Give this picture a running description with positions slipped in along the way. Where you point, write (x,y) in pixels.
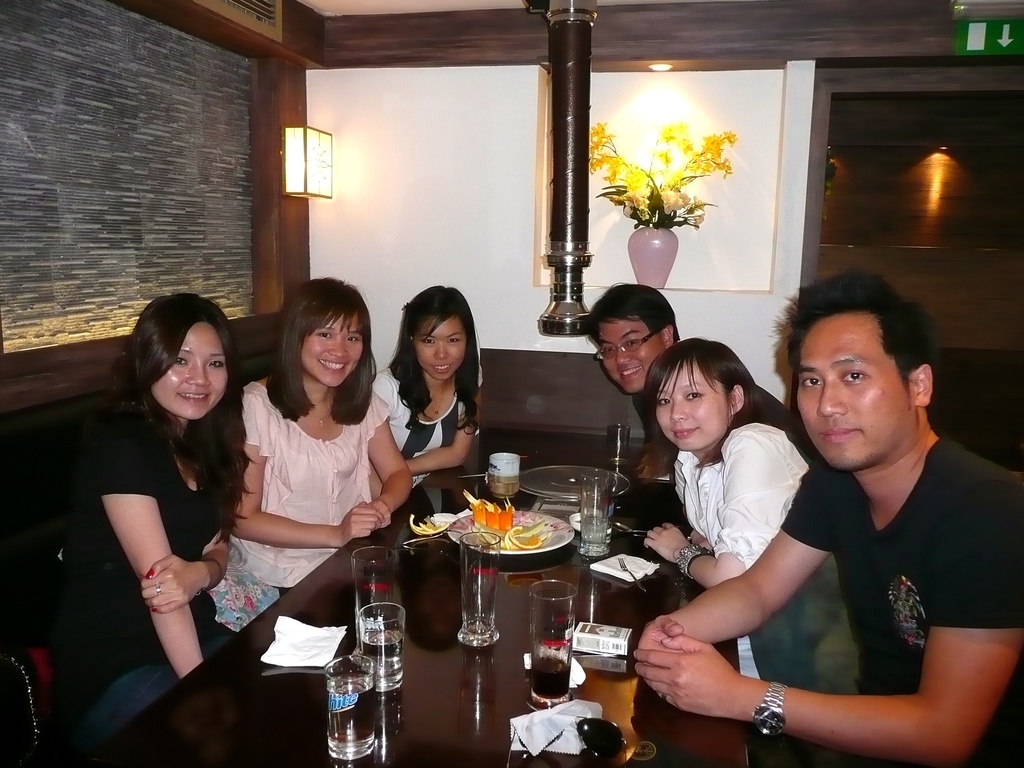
This picture is taken in a restaurant (678,588). There are group of people (880,494) sitting besides a table (678,573), 3 people (360,430) towards the left (288,430), 3 people (619,348) towards the right (889,551). In the center (643,483) there is a table (301,679), on the table (446,607) there are glasses (381,653), plates (513,550) and some tissues papers (571,725). In the background (468,278) there is a pole (567,138), flower vase (605,193) and a wall (260,174).
